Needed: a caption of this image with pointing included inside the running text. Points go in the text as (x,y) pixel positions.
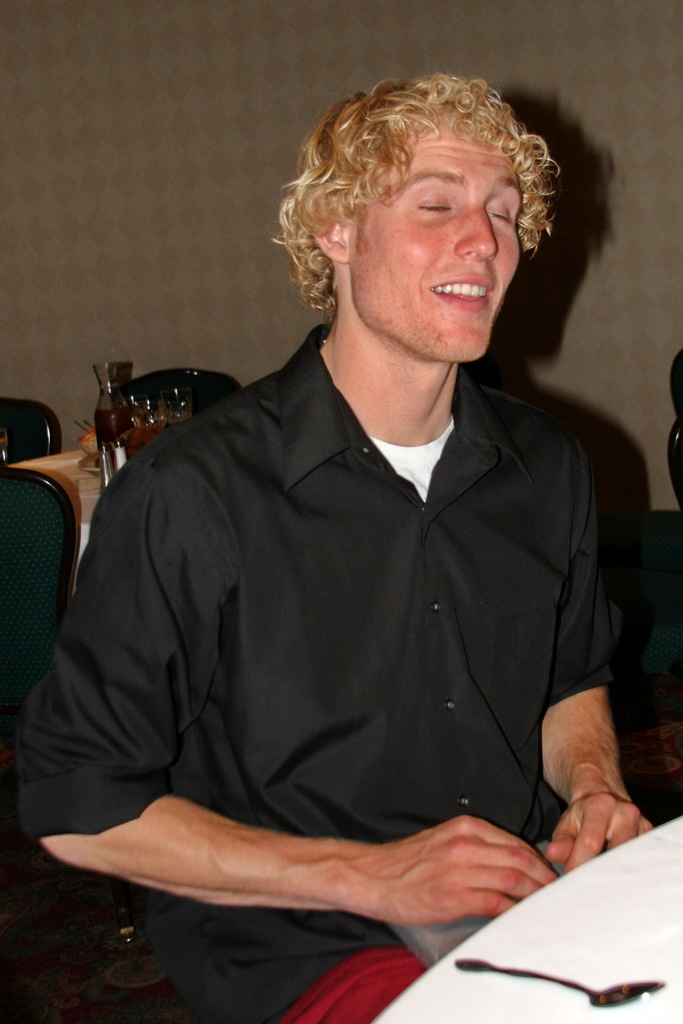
In this picture we can see a man (510,479) wearing a black shirt (384,541). He closed his eyes (448,212) and smiling. Here we can see a spoon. In the background (86,514) we can see glasses (186,399), few other objects (122,447) and chairs (49,434).
